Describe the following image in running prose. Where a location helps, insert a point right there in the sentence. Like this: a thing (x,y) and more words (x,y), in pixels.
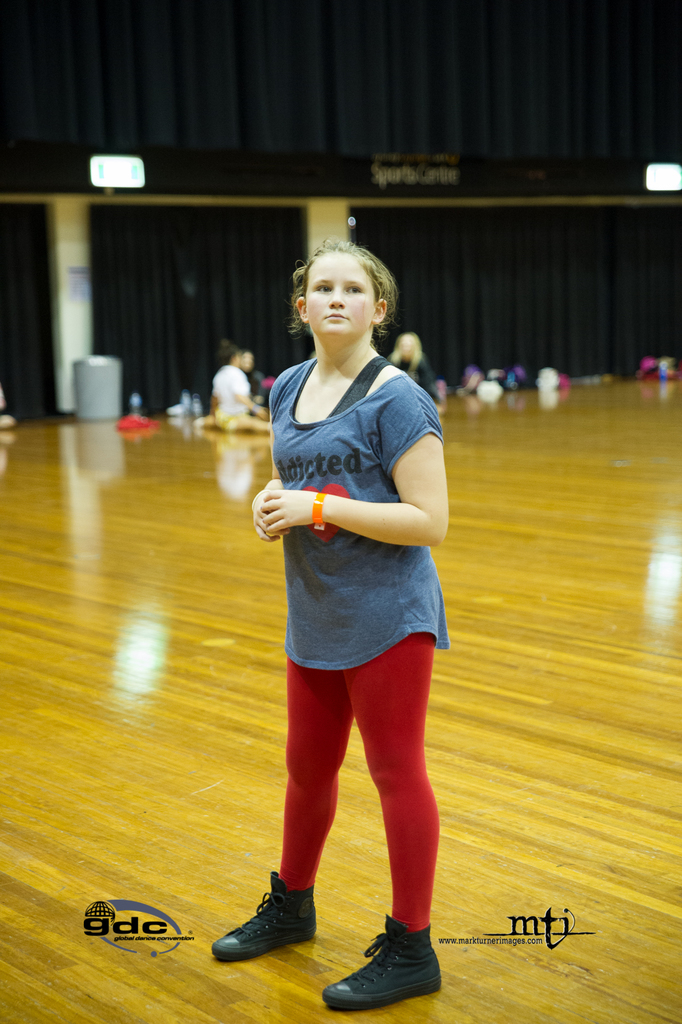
In this image I can see a person (312,873) standing on the floor (248,884). In the background (276,371) I can see a curtain (506,258). I can see few persons (401,367). At the bottom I can see some text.
